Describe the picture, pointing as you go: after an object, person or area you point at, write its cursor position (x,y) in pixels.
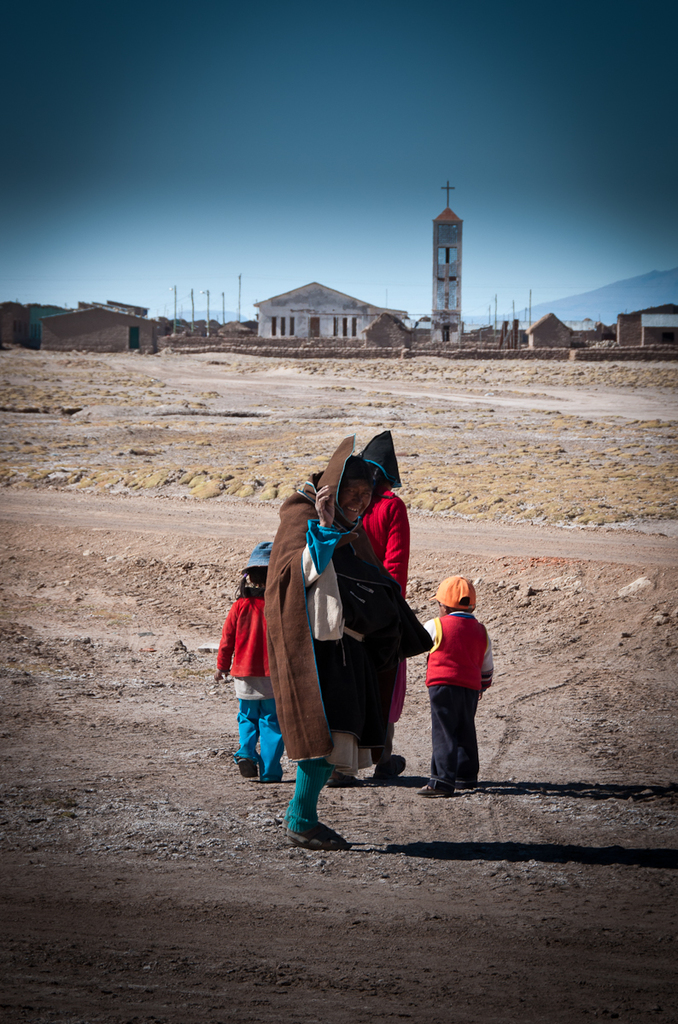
In the foreground of the picture (373,518) I can see a person (341,642) walking with two children (450,663). I can see a person (344,503) and there is a smile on the face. In the background (426,318), I can see the church construction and houses (96,320). I can see the hills (645,301) on the right side (641,284). There are no clouds (295,84) in the sky (335,57). I can see the sand (282,398) and stones (136,801) on the ground (410,676).
